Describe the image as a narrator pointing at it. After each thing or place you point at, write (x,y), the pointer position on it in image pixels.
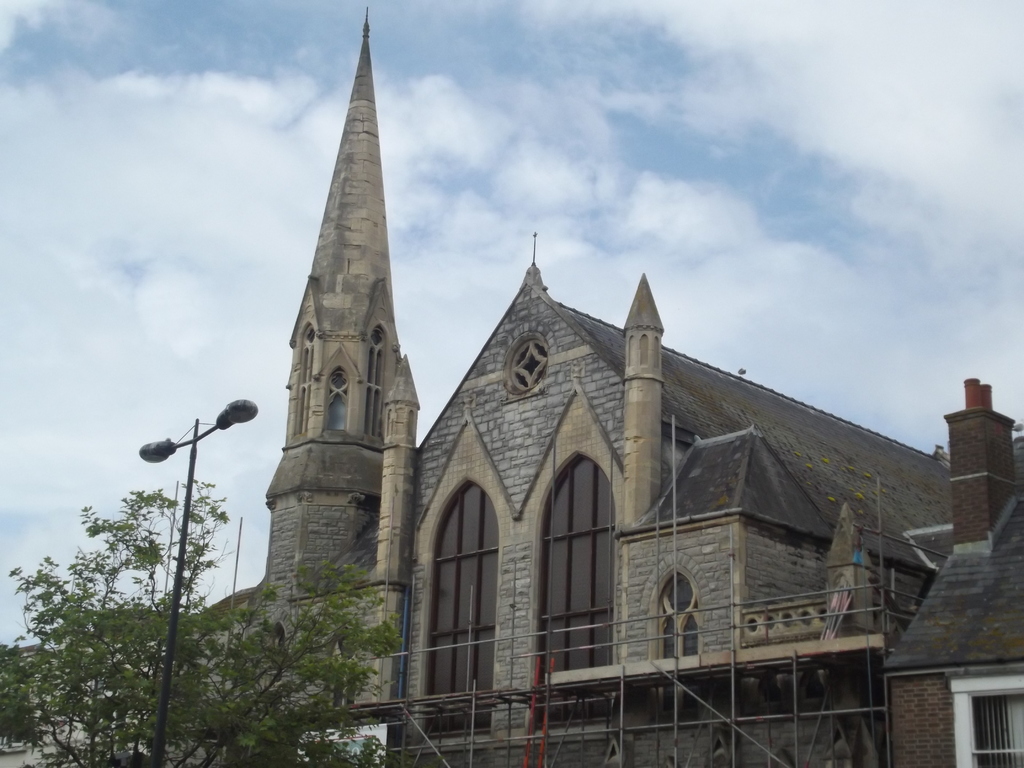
In this image there is a building (497,481), in front of the building (314,456) there is a tree (221,624) and a pole (162,709) with street light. In the background (231,383) there is the sky (201,410).
